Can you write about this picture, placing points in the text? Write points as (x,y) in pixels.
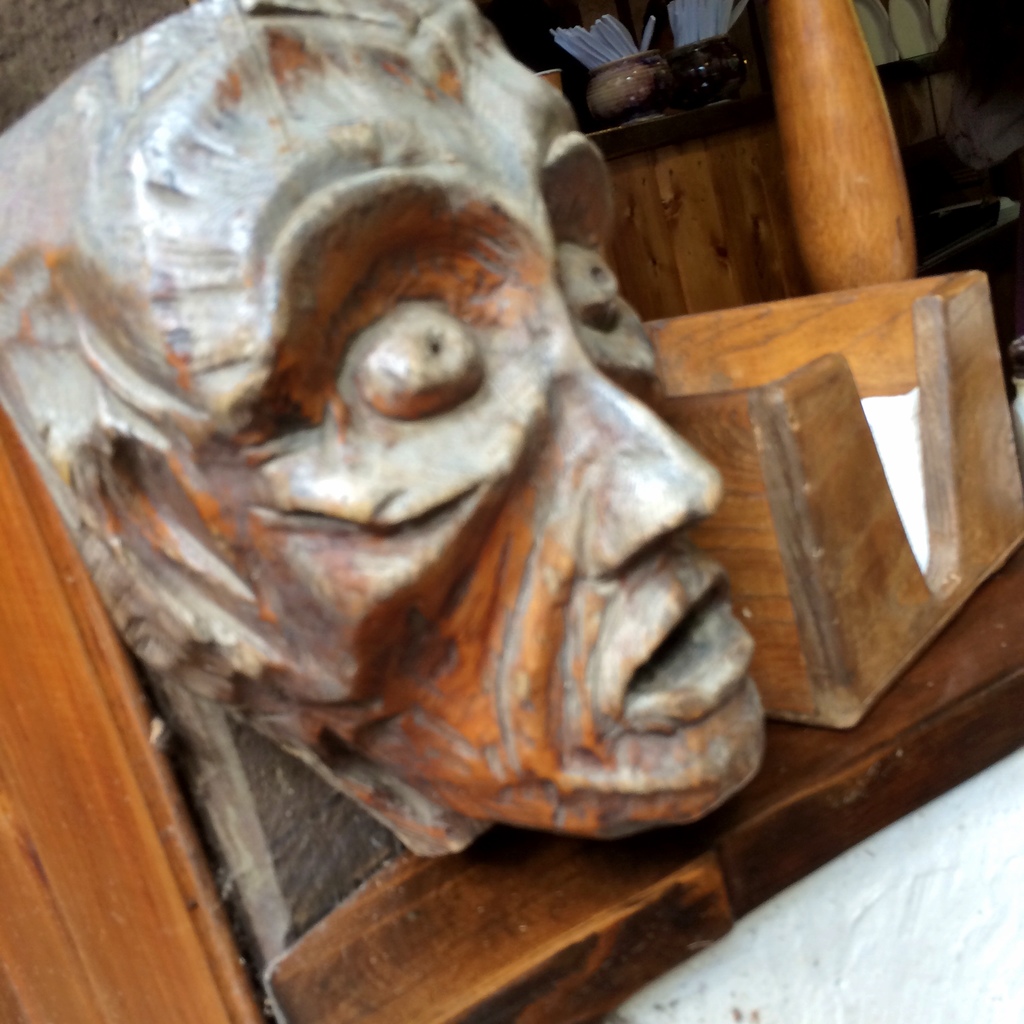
Here in this picture we can see a carved wood (269,228) made in to a face (72,251) present over a place and beside it we can see a wooden box (784,492) present over there and in the far we can see a bowl (697,76) with somethings (603,41) present on the table (683,118) over there.
